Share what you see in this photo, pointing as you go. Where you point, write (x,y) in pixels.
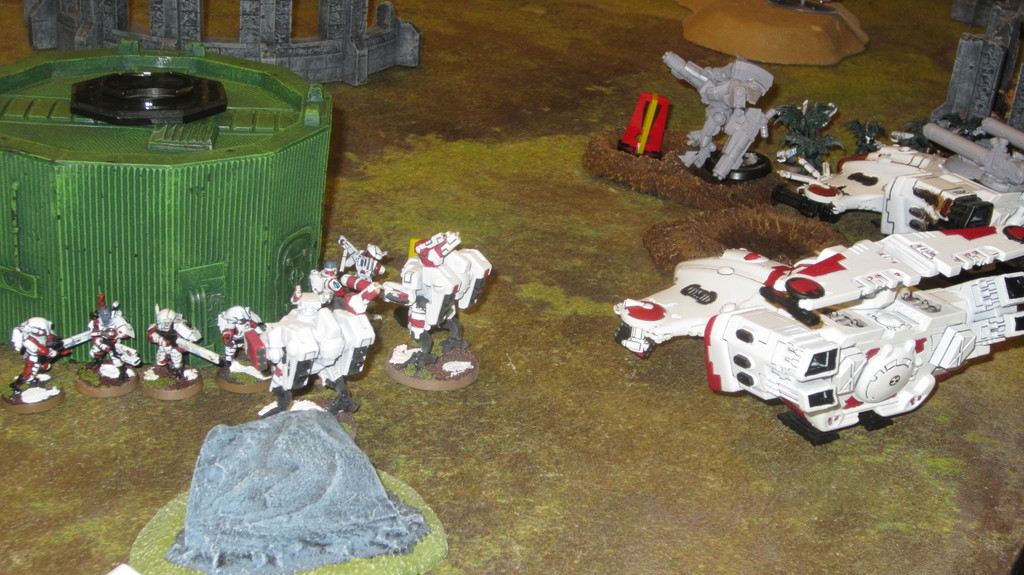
In the foreground of the picture (769,263) there are toys (791,196), box (295,244) and other objects (787,38). In the picture there is grass (527,335).
